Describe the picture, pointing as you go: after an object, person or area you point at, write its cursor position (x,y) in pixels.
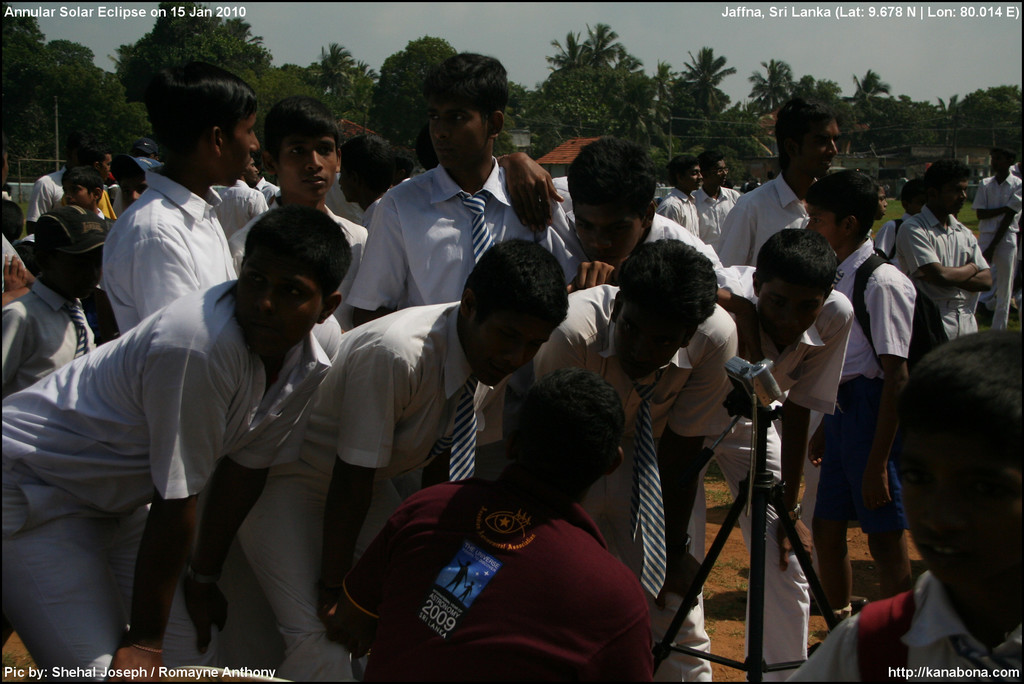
In this picture we can see some people (789,275) standing in the front (427,313), there is a tripod (716,551) in the middle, in the background (1000,107) there are some trees (751,107), we can see the sky (670,42) at the top of the picture (671,37), there is some text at the right top of the picture (815,16).
